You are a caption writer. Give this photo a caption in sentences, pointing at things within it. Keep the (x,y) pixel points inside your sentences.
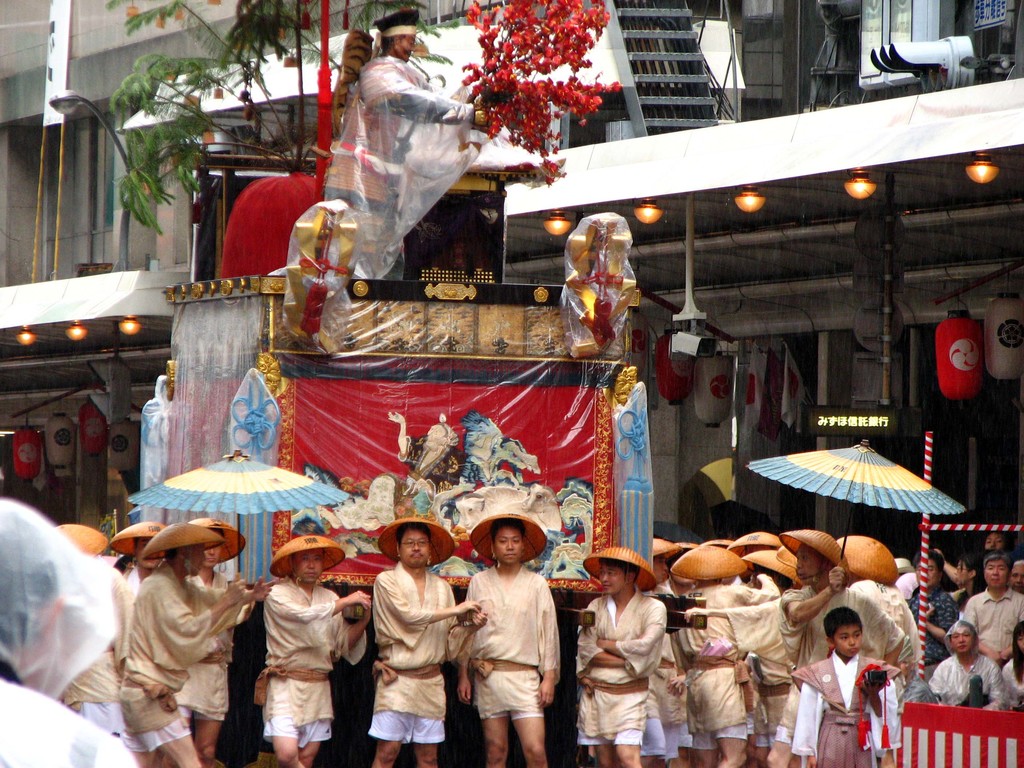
This picture describes about group of people (411,548), few are seated and few are standing, in this we can see few people (503,612) wore hats (82,532) and few people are holding an umbrellas (232,494), in the background (816,224) we can see few lights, metal rods (685,292), trees (158,71) and buildings (895,204).
